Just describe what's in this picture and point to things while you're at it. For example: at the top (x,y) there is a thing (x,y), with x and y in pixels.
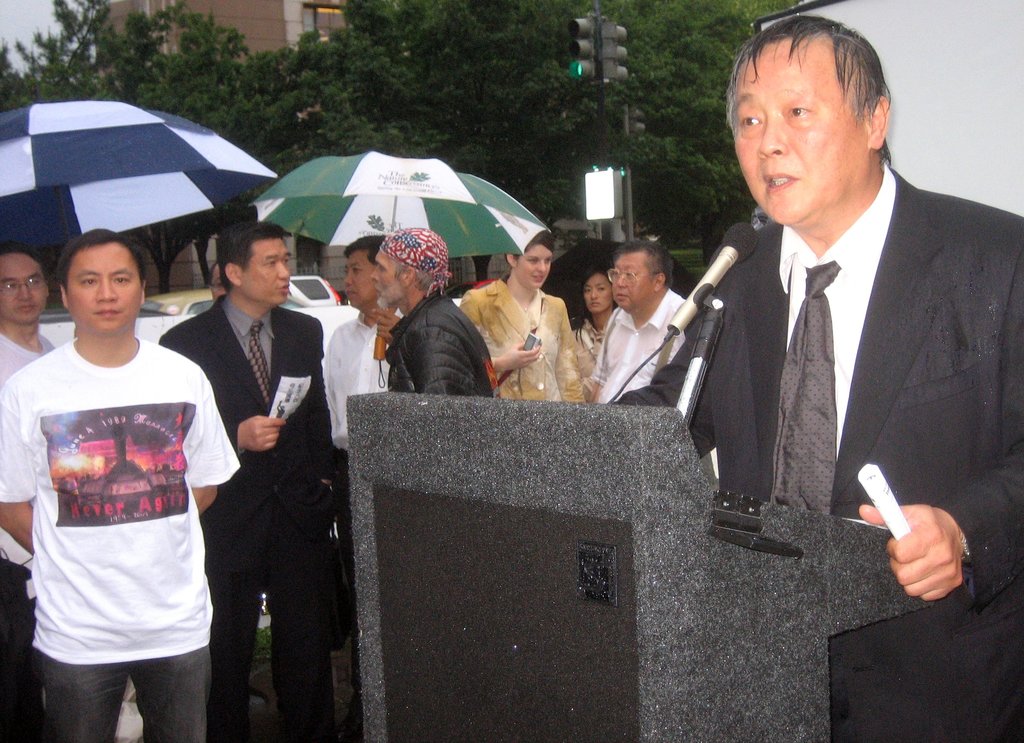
This image is taken outdoors. In the background (234,7) there is a building (315,23). There are a few trees (271,87). There are two umbrellas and there is a pole (603,116) with a signal light (603,45). A few cars (173,305) are parked on the road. In the middle of the image (402,347) a few men (190,443) are standing on the ground (259,686) and there are two women (529,305). On the right side of the image (696,490) there is a podium (640,577) with a mic (705,280) and a man (791,229) is standing and talking. He is holding a paper (892,504) in his hand (919,557).
